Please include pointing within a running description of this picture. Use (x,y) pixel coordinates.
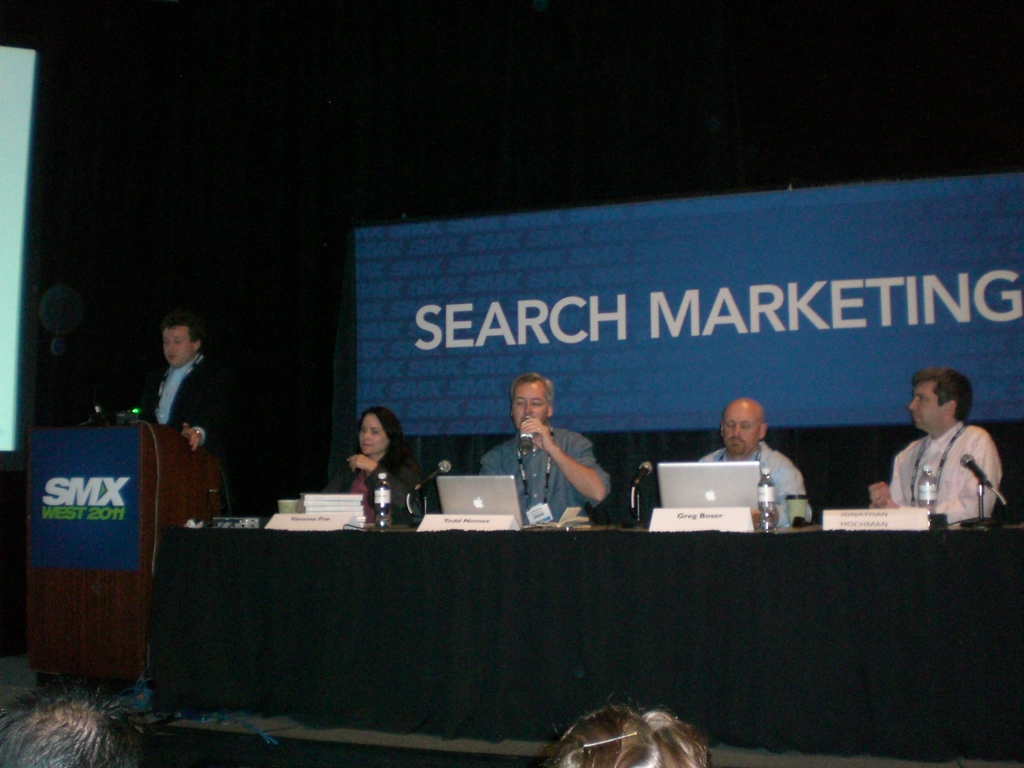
In this image, we can see people (385,443) sitting on the chairs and are wearing id cards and one of them is holding a bottle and there is a person (181,397) standing and we can see a podium (140,453). There are bottles (765,498), laptops (515,499), boards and some other objects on the table (327,637). In the background (684,302), there is a some text (551,301) on the screen (509,296). At the bottom (661,767), there are some other people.
